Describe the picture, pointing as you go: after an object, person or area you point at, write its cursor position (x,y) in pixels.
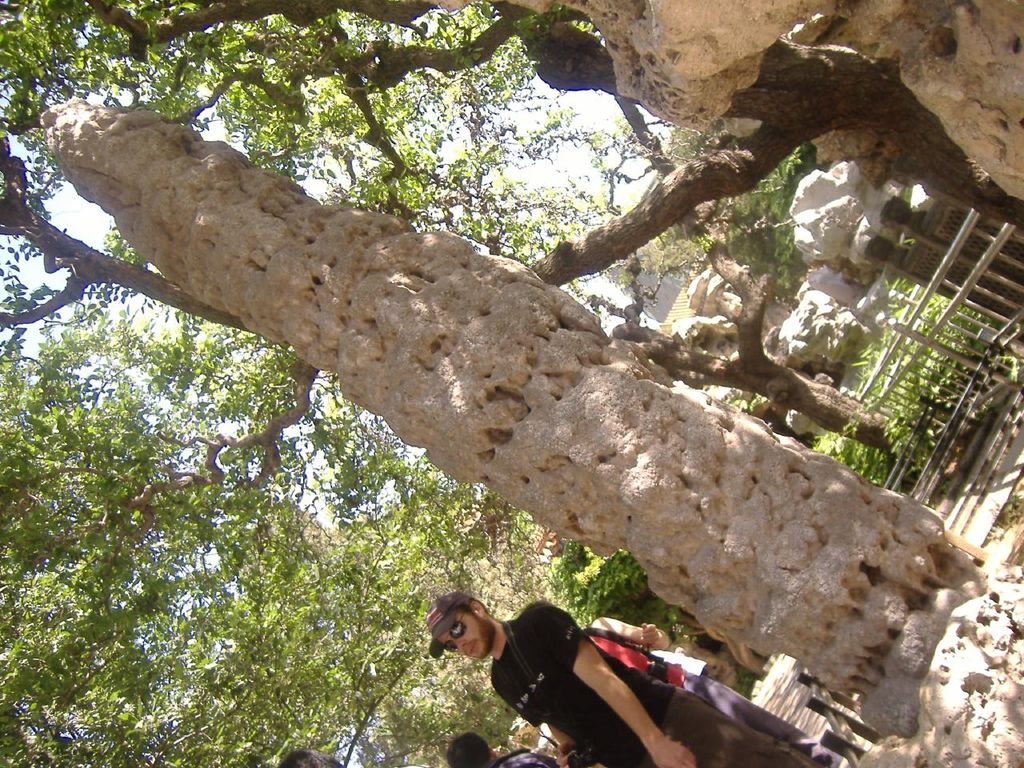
In this image we can see these people (434,648) walking on the ground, here we can see stone pole (724,600), fence (956,314), trees (196,63), stones (1010,125) and the sky (600,205) in the background (363,161).
